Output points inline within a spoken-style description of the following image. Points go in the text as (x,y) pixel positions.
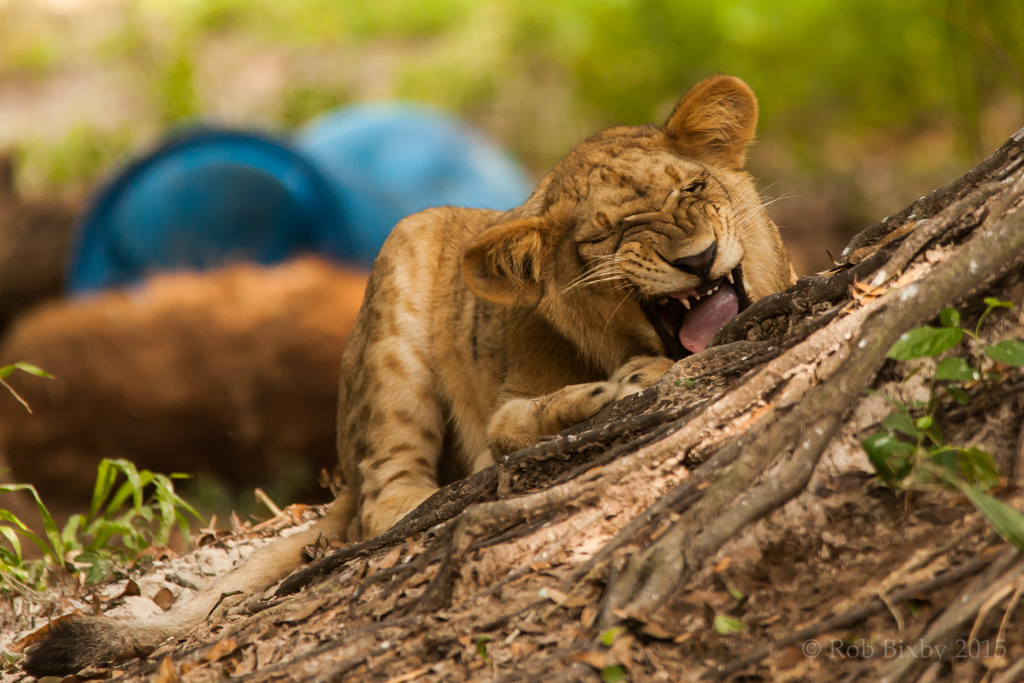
In this image I can see grass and here I can see a cream colour female lion (565,309). I can also see few blue colour things (274,179) in background (257,119) and I can see this image is little bit blurry from background (12,143).
